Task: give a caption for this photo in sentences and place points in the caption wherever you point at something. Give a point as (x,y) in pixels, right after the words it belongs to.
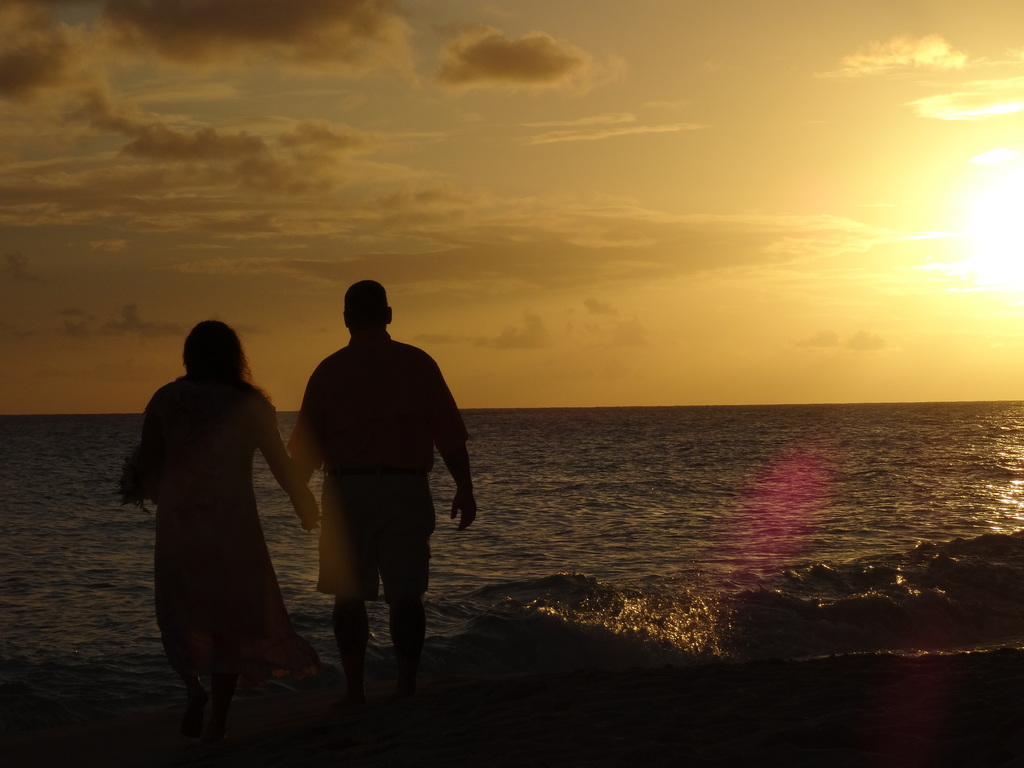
In this image we can see man (329,495) and a woman (242,504). In the back (720,482) there is water (636,450). In the background (347,136) there is sky (360,122) with clouds (359,122).
